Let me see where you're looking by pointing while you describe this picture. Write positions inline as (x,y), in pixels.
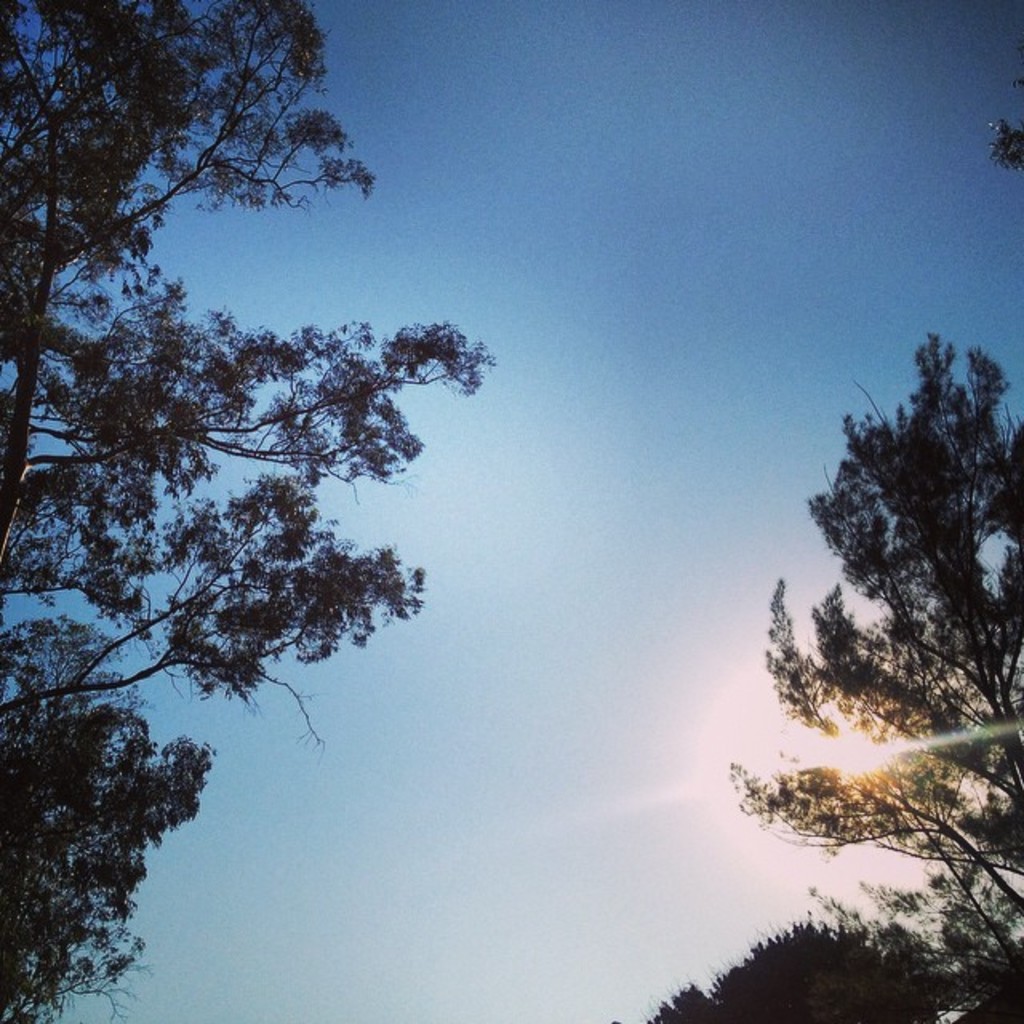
In this picture we can see the sky (484,579). On the left (244,576) and right side of the image (849,642), there are trees (929,735).
